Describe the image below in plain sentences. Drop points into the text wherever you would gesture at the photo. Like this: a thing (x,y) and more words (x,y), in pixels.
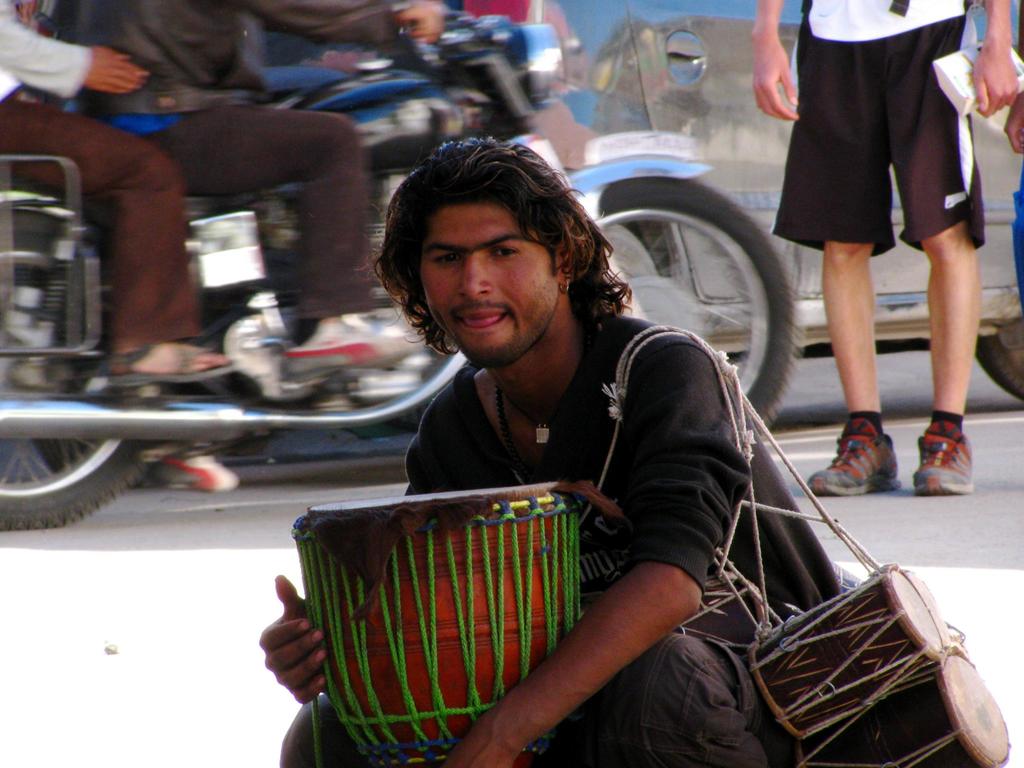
In this picture we observe a man (536,319) sitting with musical instruments (714,600) in his hand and in the background (152,229) we observe two men (236,180) riding a bike (447,127) and a car (616,90) and a man (890,145) standing alone.
